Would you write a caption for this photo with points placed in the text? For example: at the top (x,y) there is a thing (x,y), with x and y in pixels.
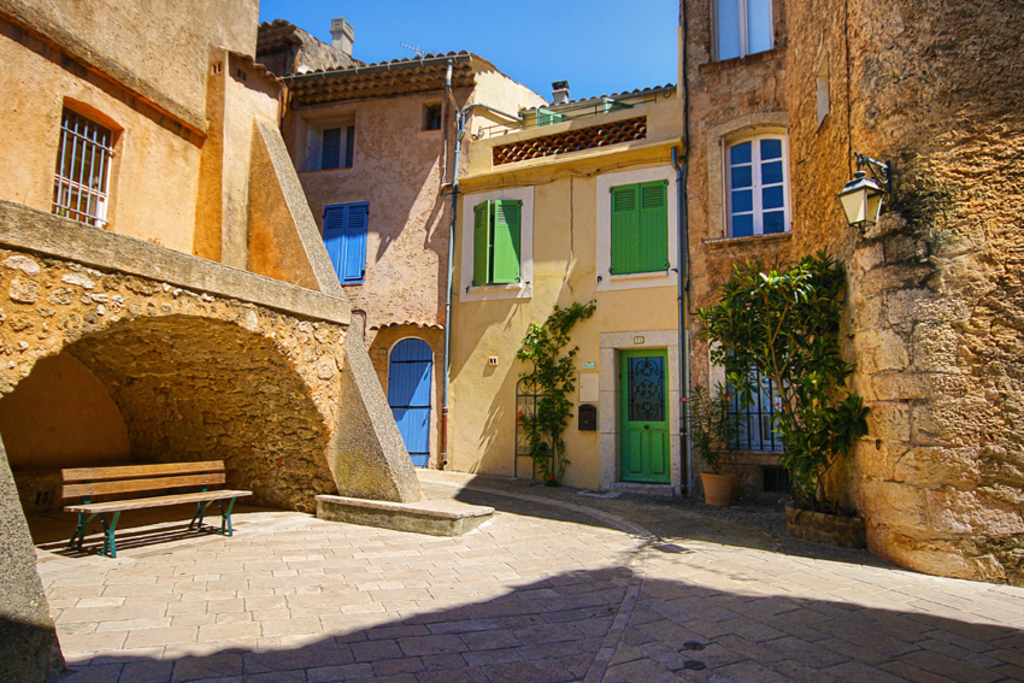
This picture is clicked outside and we can see the buildings (300,227), windows (351,207) and doors (627,383) of the buildings (945,212) and we can see a wall mounted lamp (866,195), wooden bench (211,477) and potted plants (774,312). In the background (637,8) we can see the sky (500,22).
